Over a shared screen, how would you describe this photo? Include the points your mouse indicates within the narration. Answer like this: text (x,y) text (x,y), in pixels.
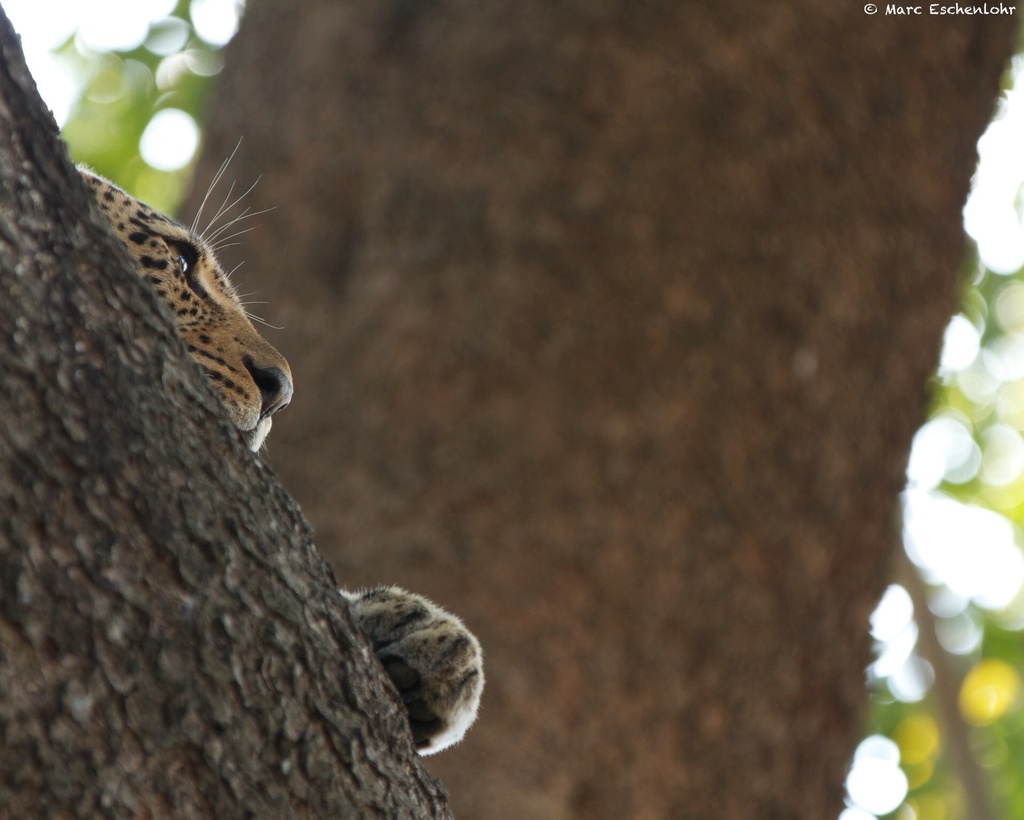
In this image in the foreground (174,447) there is a tree (153,445), on the tree (86,373) there is a leopard (250,343) and in the background (798,310) there are some trees (751,203).
